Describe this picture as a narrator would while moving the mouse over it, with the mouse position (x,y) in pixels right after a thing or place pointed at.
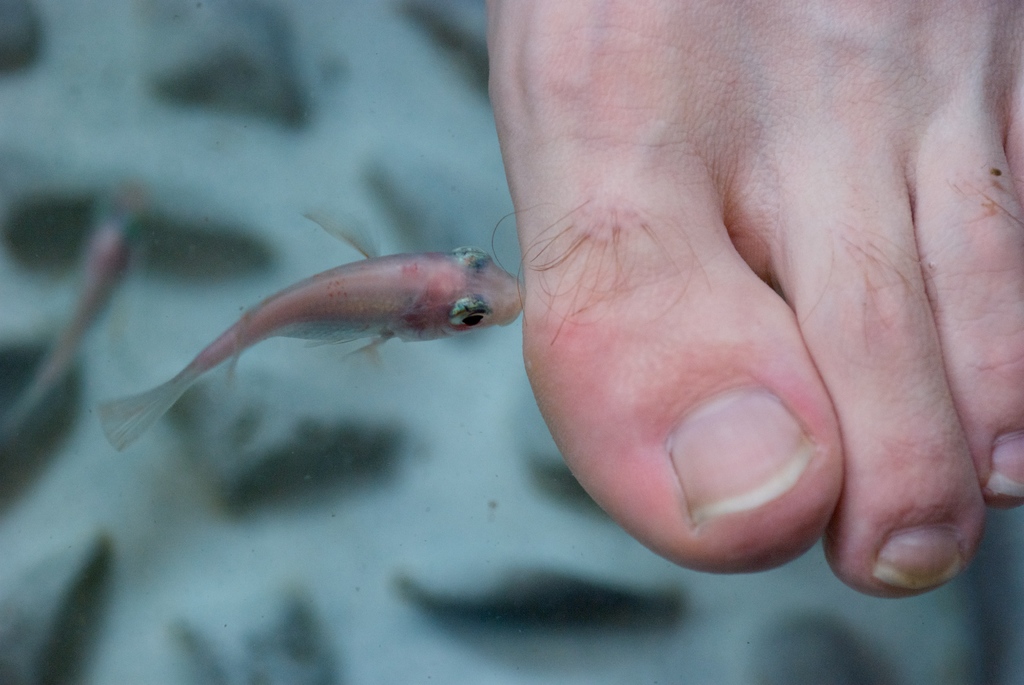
In this picture I can see two fishes (486,274) on the left side (84,309), there is a human leg (533,159) on the right side (780,337).
